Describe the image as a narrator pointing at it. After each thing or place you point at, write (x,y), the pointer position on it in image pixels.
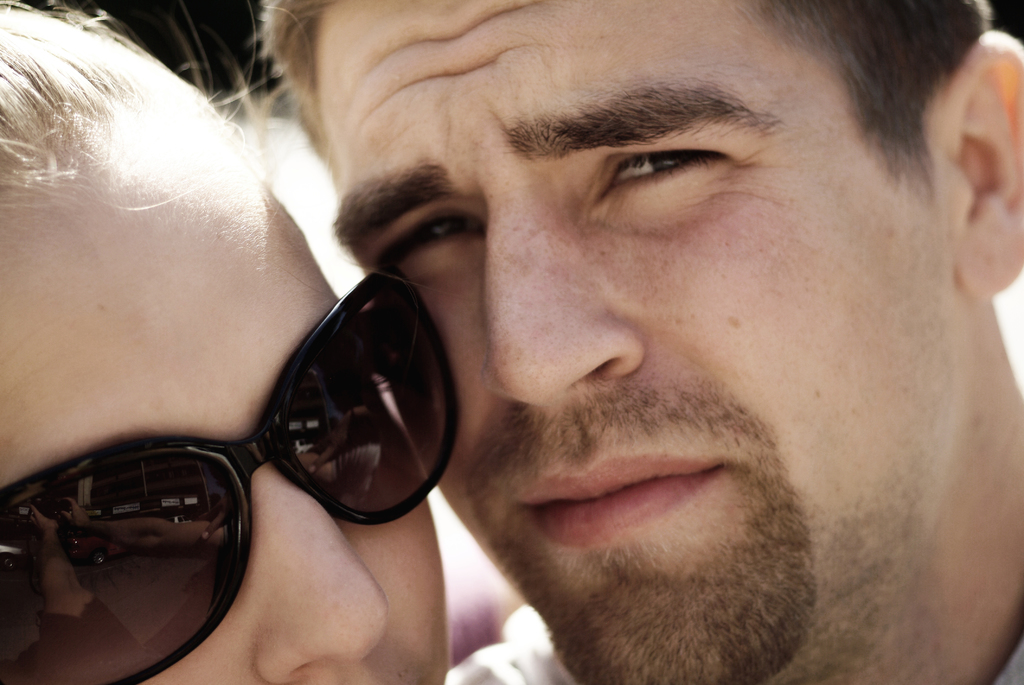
In this picture we can see one man (847,184) and one women (153,497) are taking pictures.
